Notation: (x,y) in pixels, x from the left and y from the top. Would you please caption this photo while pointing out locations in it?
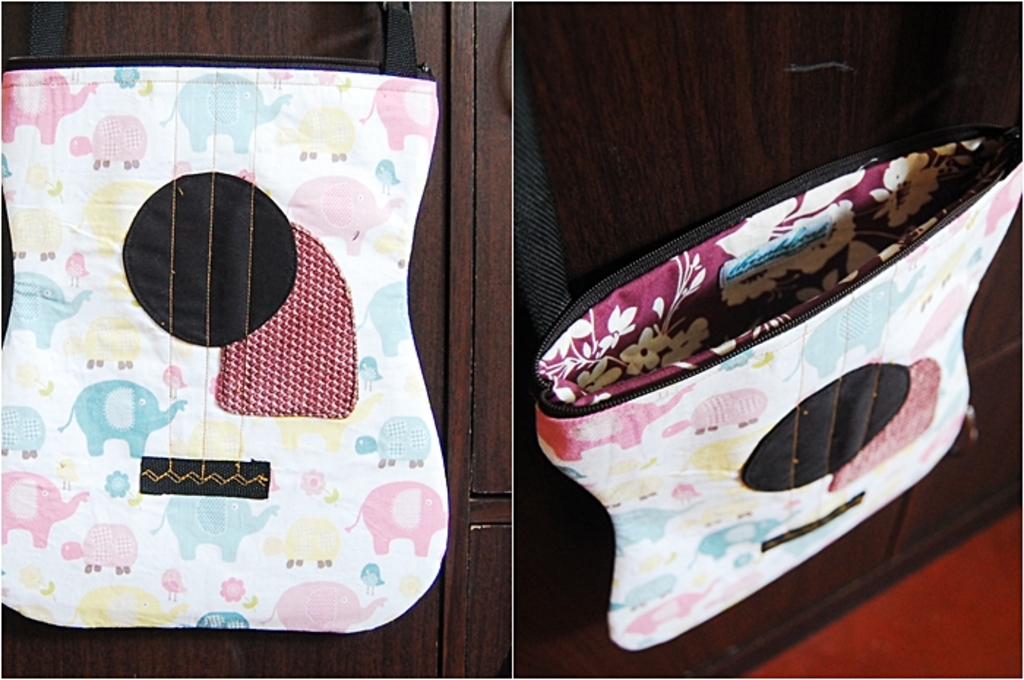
This is a collage edit image. There are 2 images in a single image in which a bag (213,312) is hanging and it looks exactly like a guitar (313,363).
